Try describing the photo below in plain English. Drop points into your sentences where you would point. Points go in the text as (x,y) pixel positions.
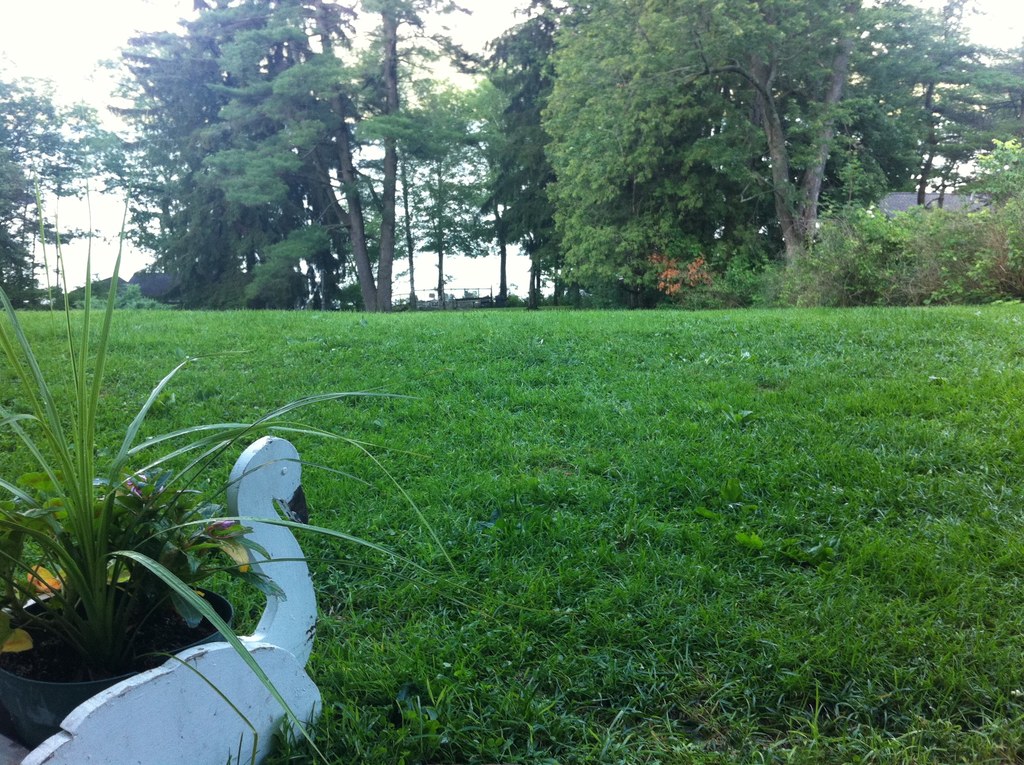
On the left (103,610) we can see a house plant (80,584) in a pot (18,677) on a bird sculpture (277,623), In the background (468,288) we can see grass (574,390) on the ground (380,409), trees (251,303), houses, other objects (462,300) and sky (106,3).
